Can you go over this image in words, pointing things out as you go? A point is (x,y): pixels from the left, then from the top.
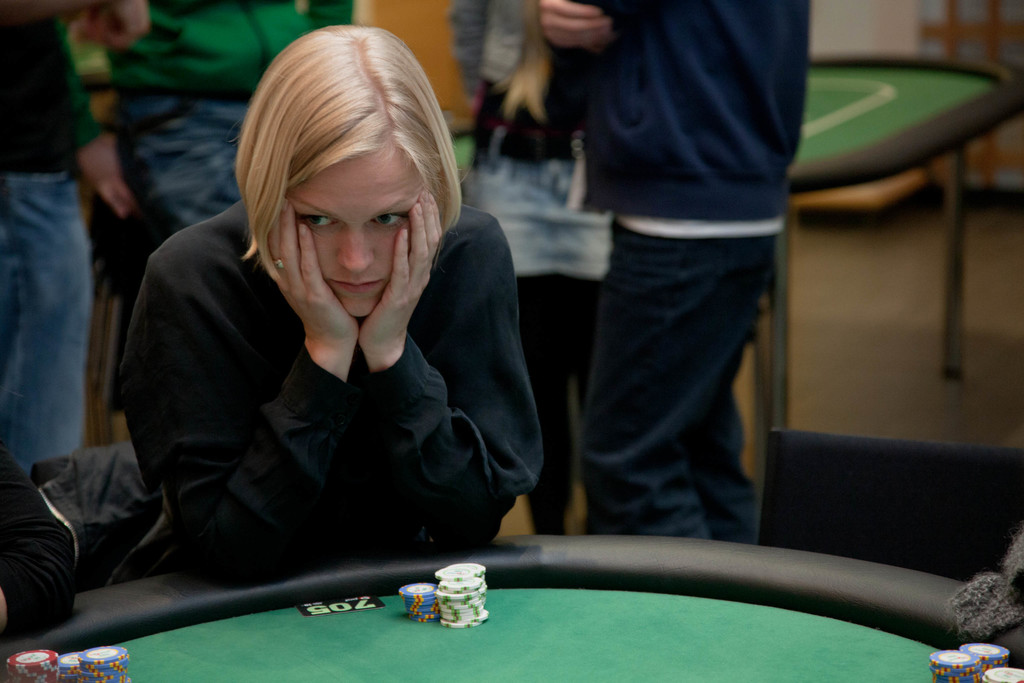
This picture shows a woman (144,377) seated and playing poker on the table (76,639) and we see few people (54,33) standing on the back (661,9).
